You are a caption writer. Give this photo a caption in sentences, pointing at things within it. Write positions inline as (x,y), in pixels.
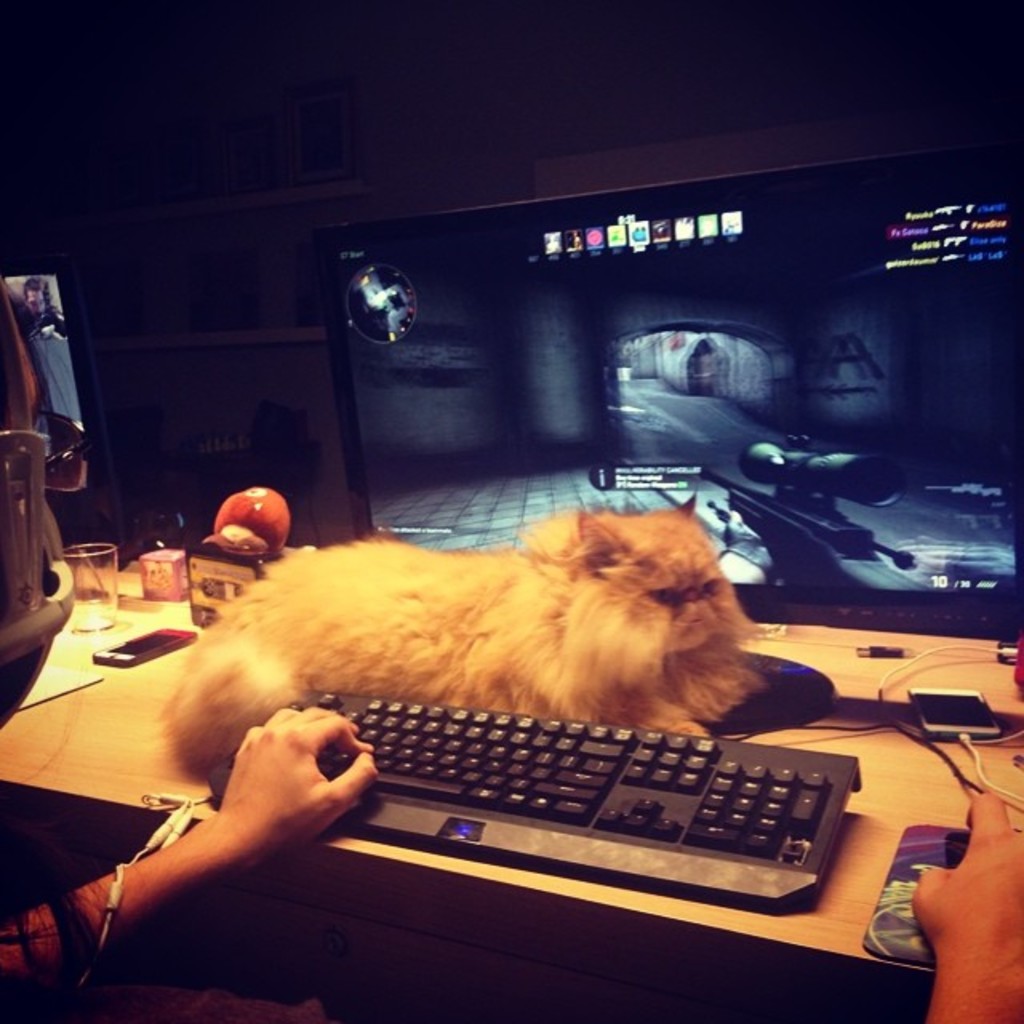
In this image we can see a person's hand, keyboard (493,849), cat (552,704), monitor (766,230), mobile phones (179,636), glass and a few more objects (963,756) are kept on the table (963,756). The background of the image (139,20) is dark.
